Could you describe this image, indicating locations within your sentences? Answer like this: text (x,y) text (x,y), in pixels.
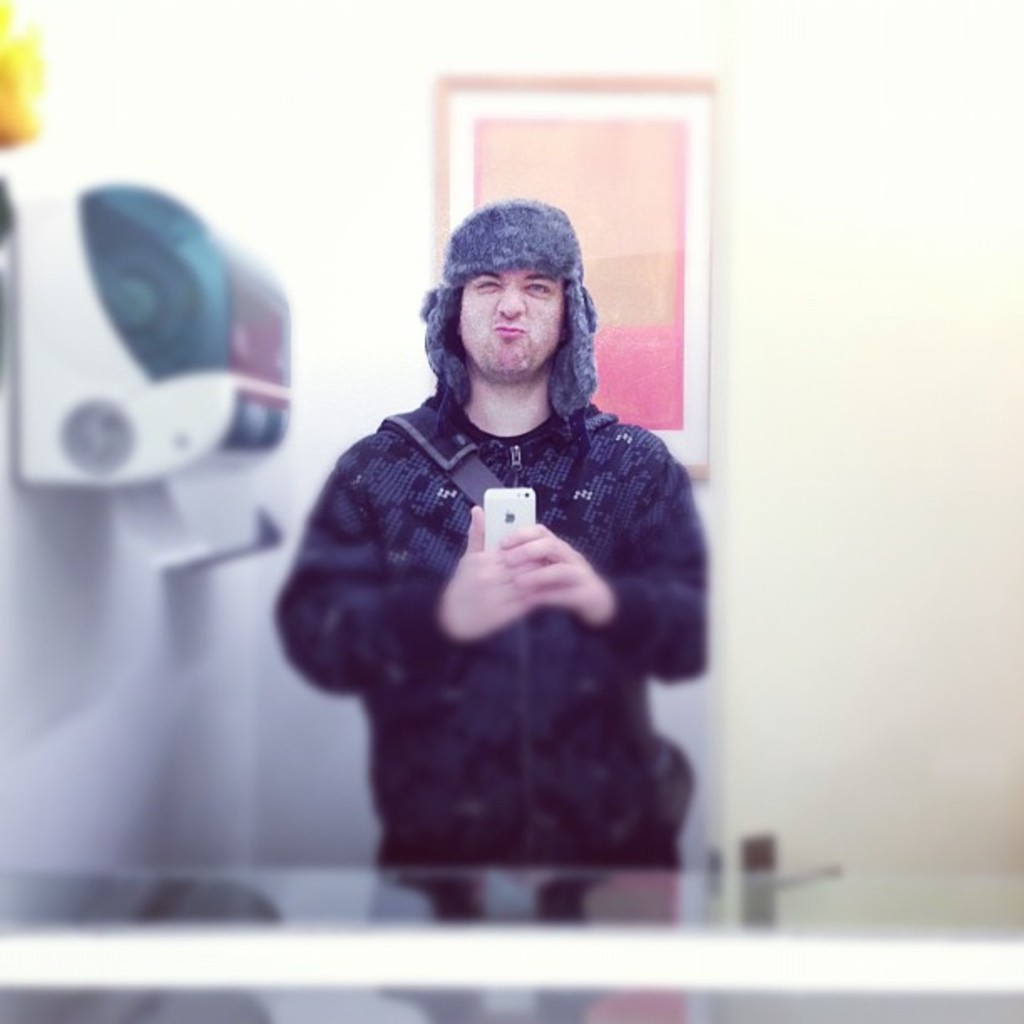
In this image we can see a person (648,774) standing and holding a cellphone (509,524) and in the background (483,149) there is a frame (612,191) to the wall (280,513) and on the left side (180,456) there is an object (151,353) to the wall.
